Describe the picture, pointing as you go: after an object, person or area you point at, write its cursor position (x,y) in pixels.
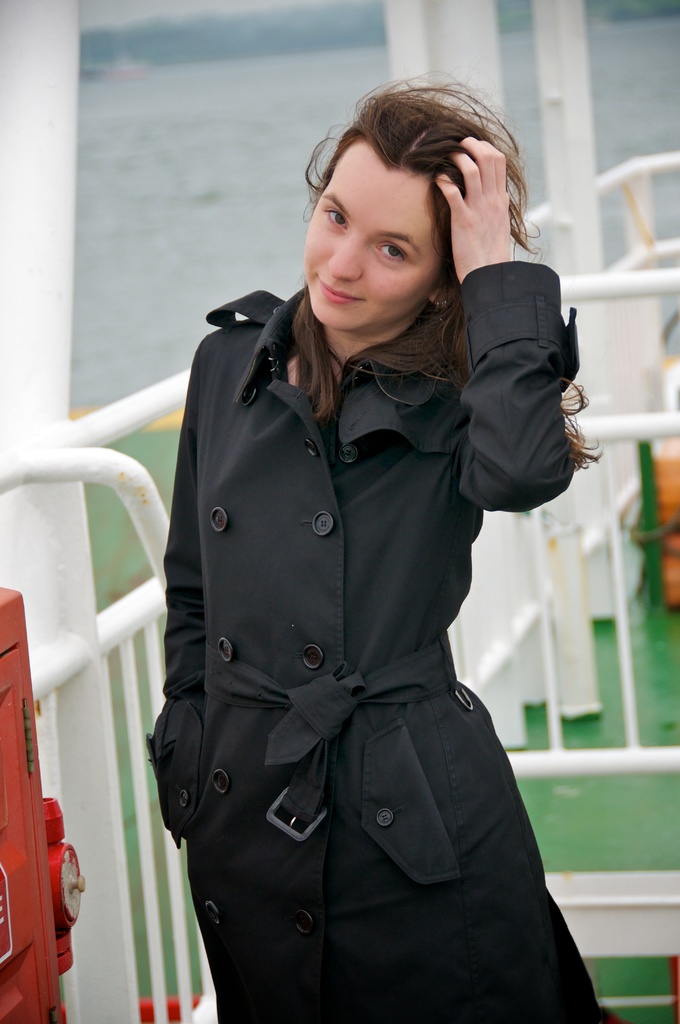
In this picture we can see a woman (288,546) in the black coat (274,608). Behind the woman (339,575) there are iron grilles (575,299) and water (190,178). On the left side of the image (14,625) there is an object (11,757).
